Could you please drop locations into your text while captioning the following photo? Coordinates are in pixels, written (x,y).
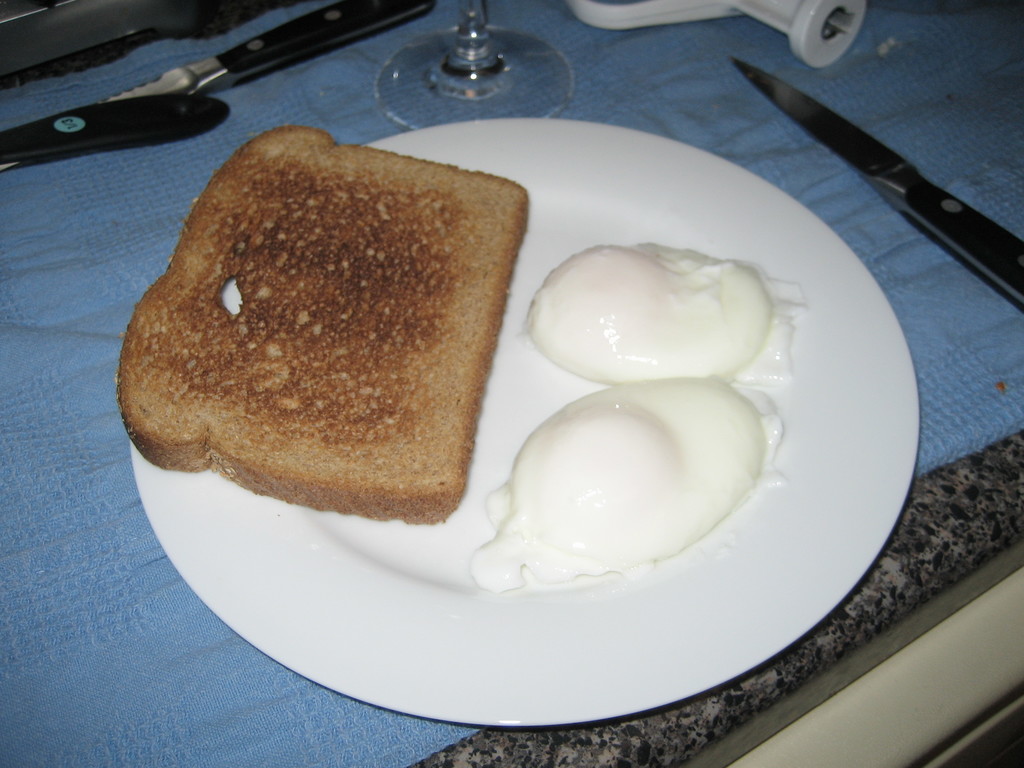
In this picture there is a table (931,487). On the table (935,475) i can see the knife (801,118), white plate (643,196), bread (507,213), eggs (679,443), wine glass (468,1) and cloth (50,668). In the top left corner (188,115) there is a knife (188,115).
